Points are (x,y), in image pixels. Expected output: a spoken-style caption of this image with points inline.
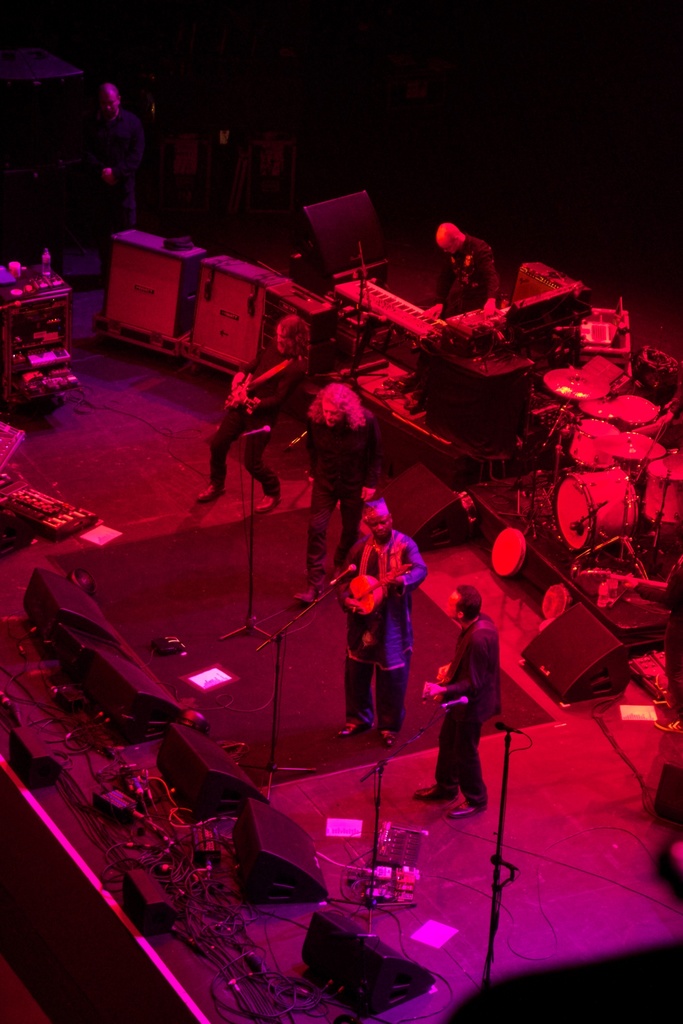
In this image few persons (223,439) are standing having few musical instruments (236,397), electronic device (59,301) and a table (55,285) on it. A person (473,267) is playing a piano (410,322). A person (238,413) is holding guitar (254,406) in his hand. A person (378,640) is holding musical instrument (378,601). A person (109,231) is standing behind the electrical device (145,290). There are few mike stands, before there are few speakers (141,674).
